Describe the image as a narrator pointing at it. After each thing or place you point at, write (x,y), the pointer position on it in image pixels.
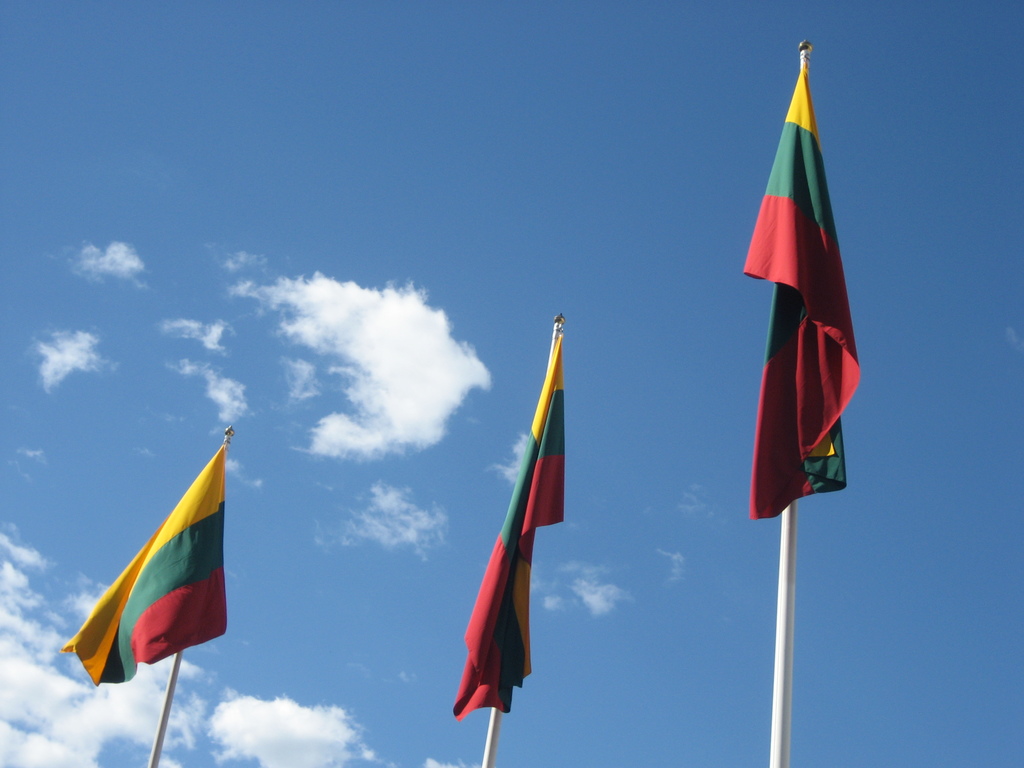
On the left side (150,603), there is a flag (214,564) attached to the pole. On the right side (828,360), there are two flags (815,364) attached to the two poles (787,660). In the background (364,651), there are clouds (167,764) in the blue sky (322,219).
